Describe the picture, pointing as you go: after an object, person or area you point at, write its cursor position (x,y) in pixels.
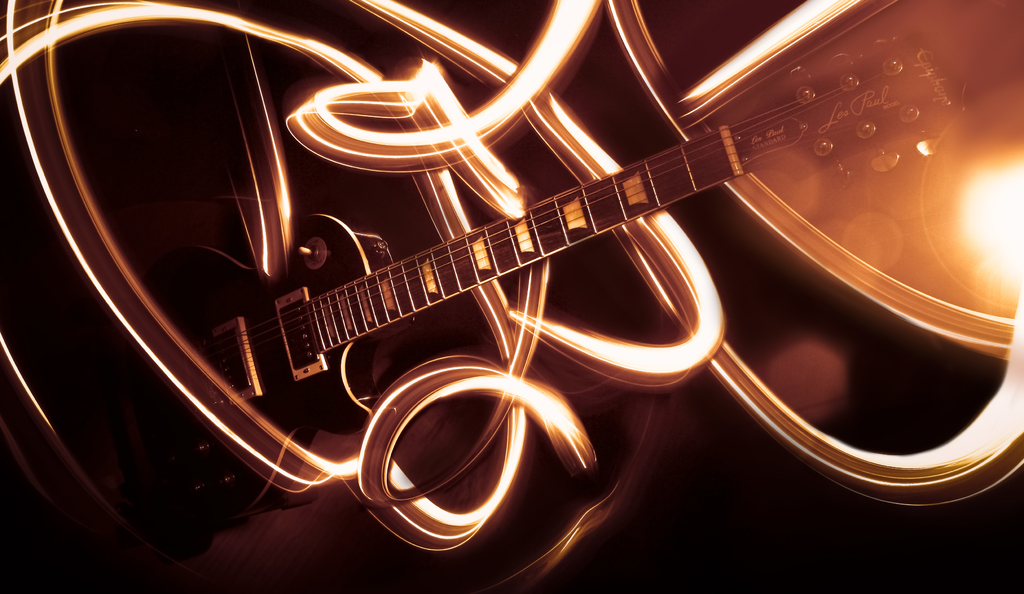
In this image there is a guitar (604,201) and some light trails (1014,322) around.
